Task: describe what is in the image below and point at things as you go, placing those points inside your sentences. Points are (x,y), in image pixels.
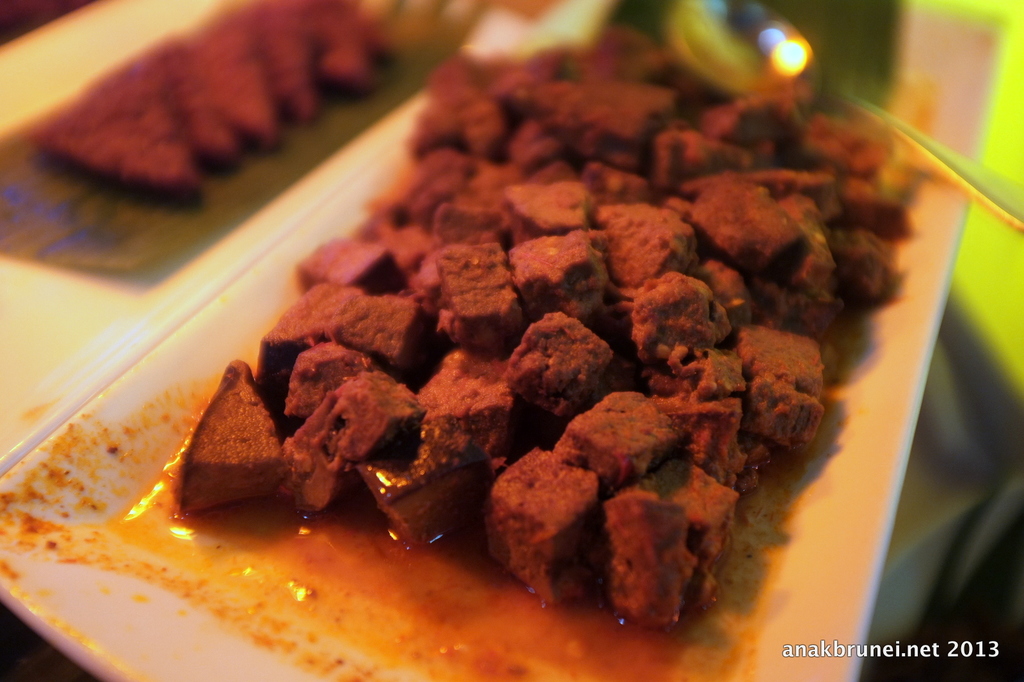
There is a food item (547,357) in two plates (464,223) and we can see a spoon (734,54) on a food item (742,125).
